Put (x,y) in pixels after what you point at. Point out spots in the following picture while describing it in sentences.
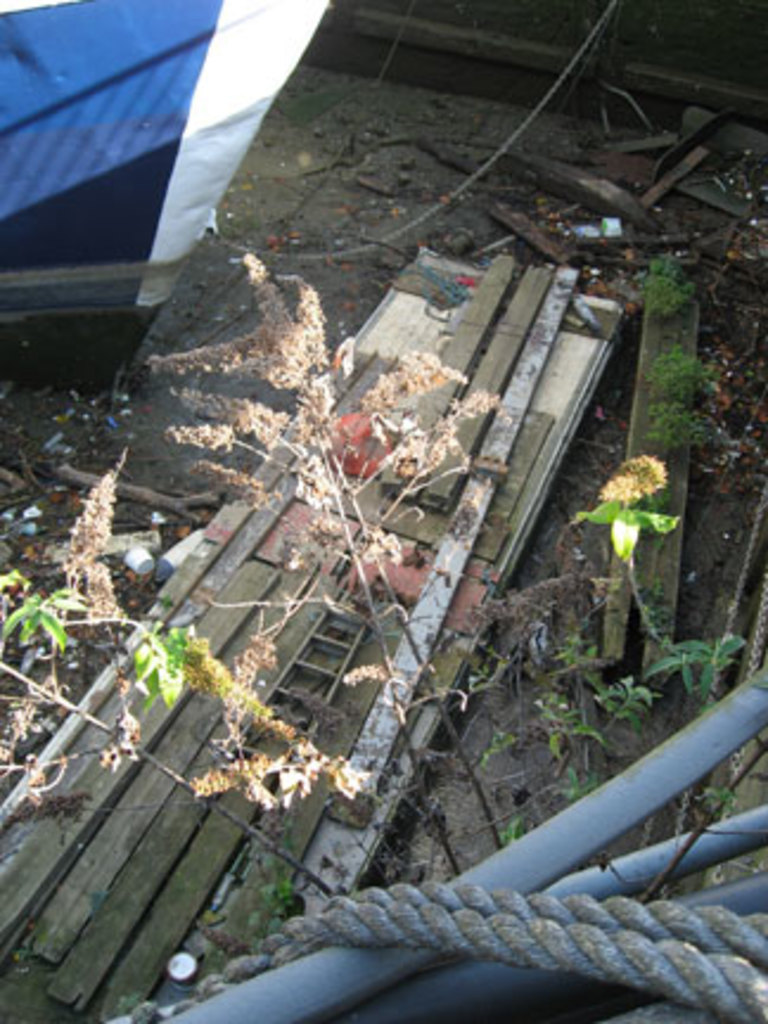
In this image I can see many wooden planks (365,505), sticks (637,205), plants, ropes (592,928), metal rods (644,873) and many other objects (667,163) on the ground (300,205). In that top left (117,231) there is an object (90,213) which seems to be a boat (101,148).
